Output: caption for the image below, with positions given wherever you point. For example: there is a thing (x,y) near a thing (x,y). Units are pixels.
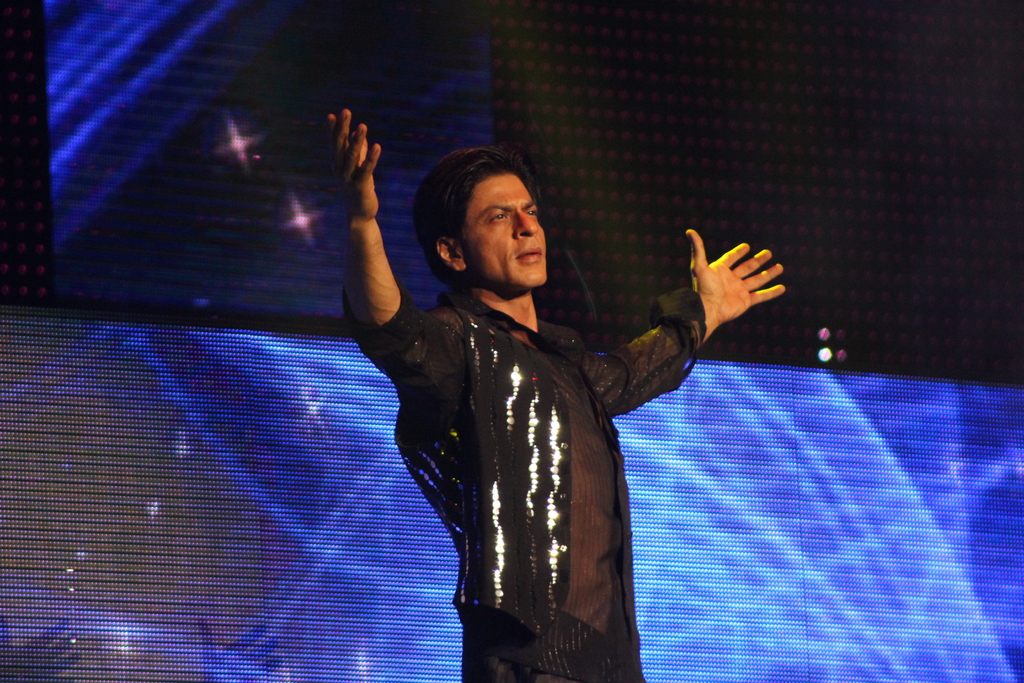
It is the picture of the Shahrukh khan (393,326), he is performing some action and behind the shahrukh khan (417,404) there is an led screen (699,486).
